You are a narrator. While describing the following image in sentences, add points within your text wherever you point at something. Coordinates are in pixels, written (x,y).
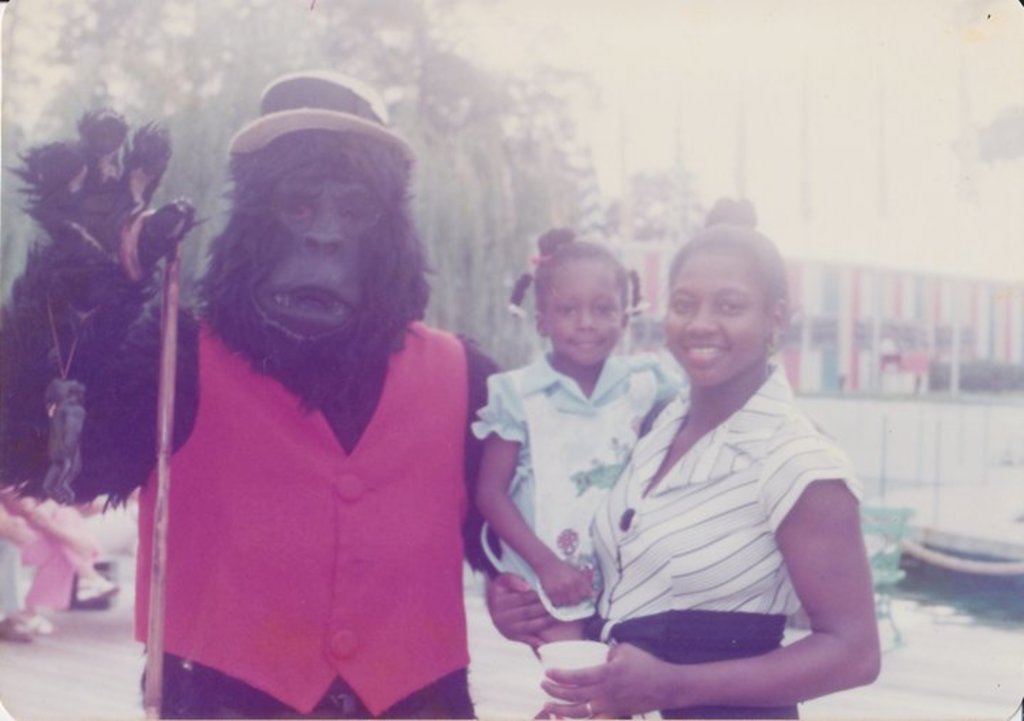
On the left side (245,329), we see a person (322,283) wearing the gorilla costume (330,346) is standing. Beside the person (331,514), we see a woman (762,501) is standing. She is carrying the girl (543,469) and she is smiling. She is holding a cup (563,659) in her hand (661,688). They might be posing for the photo. Behind them, we see water (937,594) and ships (953,534). In the left bottom (47,503), we see the legs (62,516) of the person (85,559) who is sitting on the bench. In the background (798,319), we see the trees (400,124) and the buildings (836,312). This picture might be a photo frame.
